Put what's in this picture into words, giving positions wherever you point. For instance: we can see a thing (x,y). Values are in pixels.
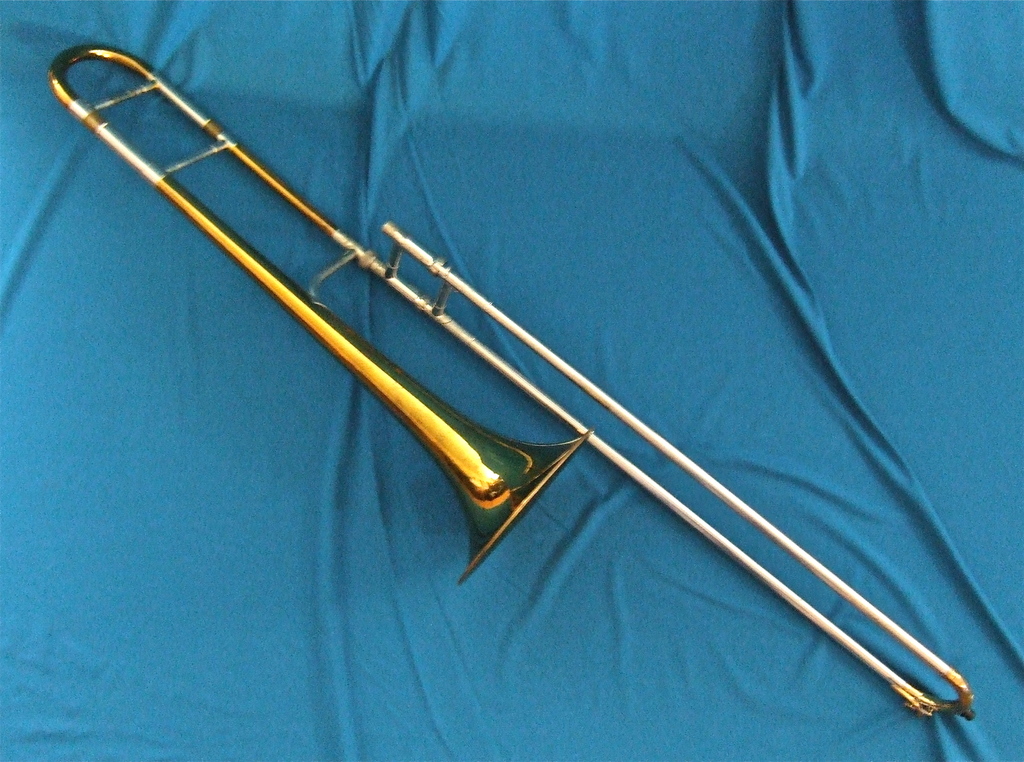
In this picture there is a trombone (143,76), which is kept on the bed (984,368), beside that there is a blue bed-sheet (863,218).
